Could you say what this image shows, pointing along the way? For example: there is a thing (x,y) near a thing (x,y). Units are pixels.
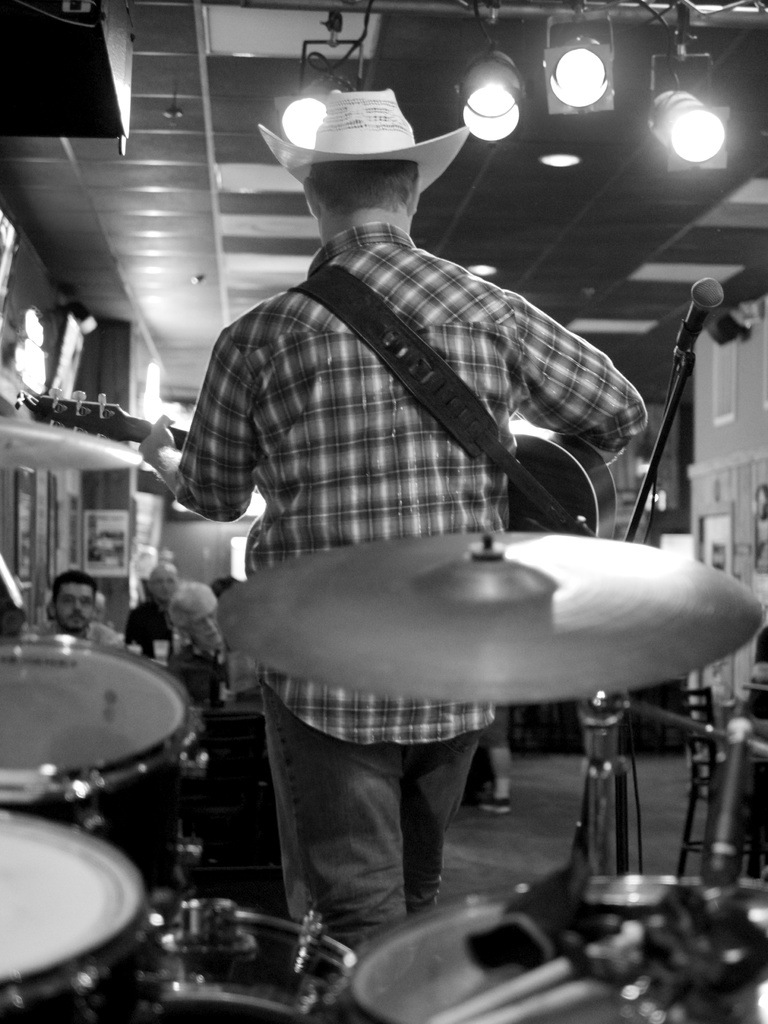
In the foreground (511,503) I can see a person (491,505) is playing a guitar (528,521). In the background (624,484) I can see a crowd (140,615) and a wall (115,392). On the top (298,200) I can see a rooftop (307,36) on which lights (501,117) are mounted. This image is taken in a hall (250,905).
